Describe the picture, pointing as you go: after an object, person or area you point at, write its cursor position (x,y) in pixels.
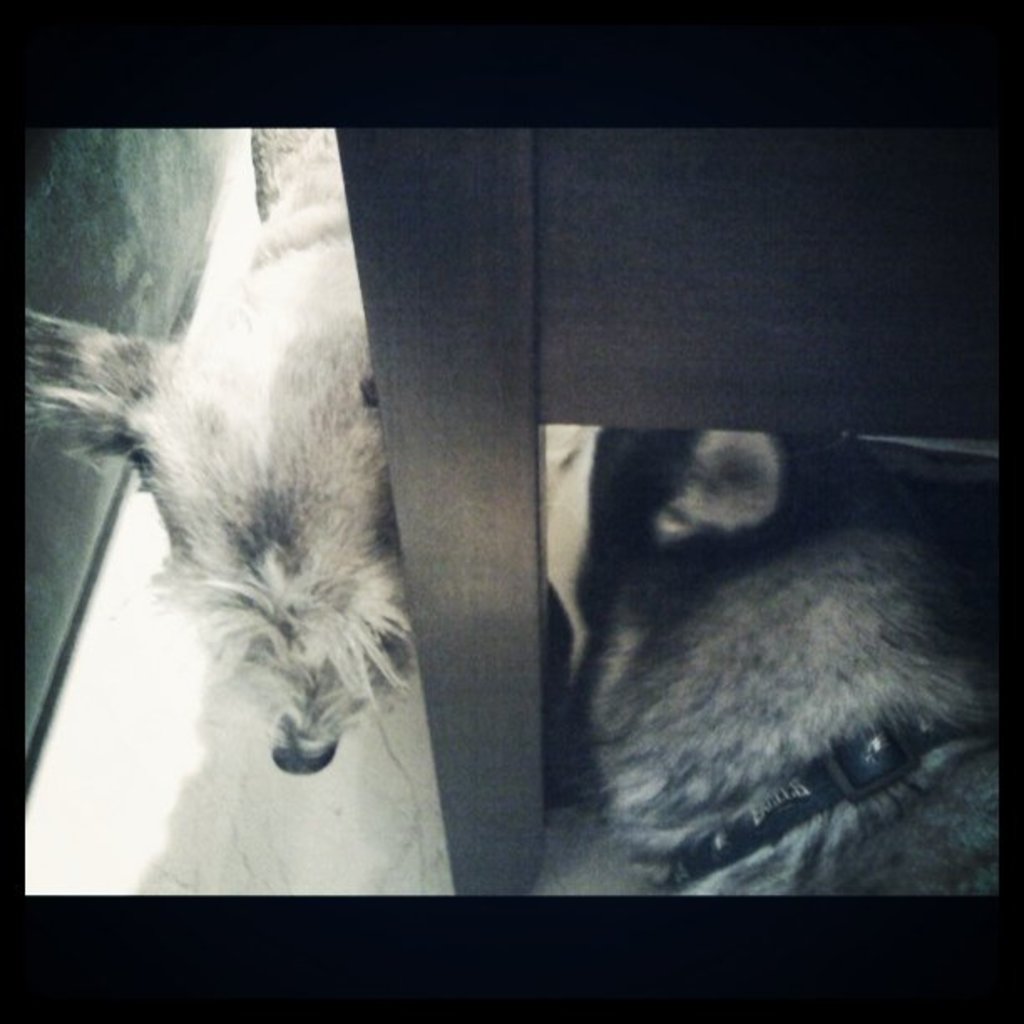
In this image we can see group of animals (311,441). One animal (810,669) is laying under a bench (697,194).
